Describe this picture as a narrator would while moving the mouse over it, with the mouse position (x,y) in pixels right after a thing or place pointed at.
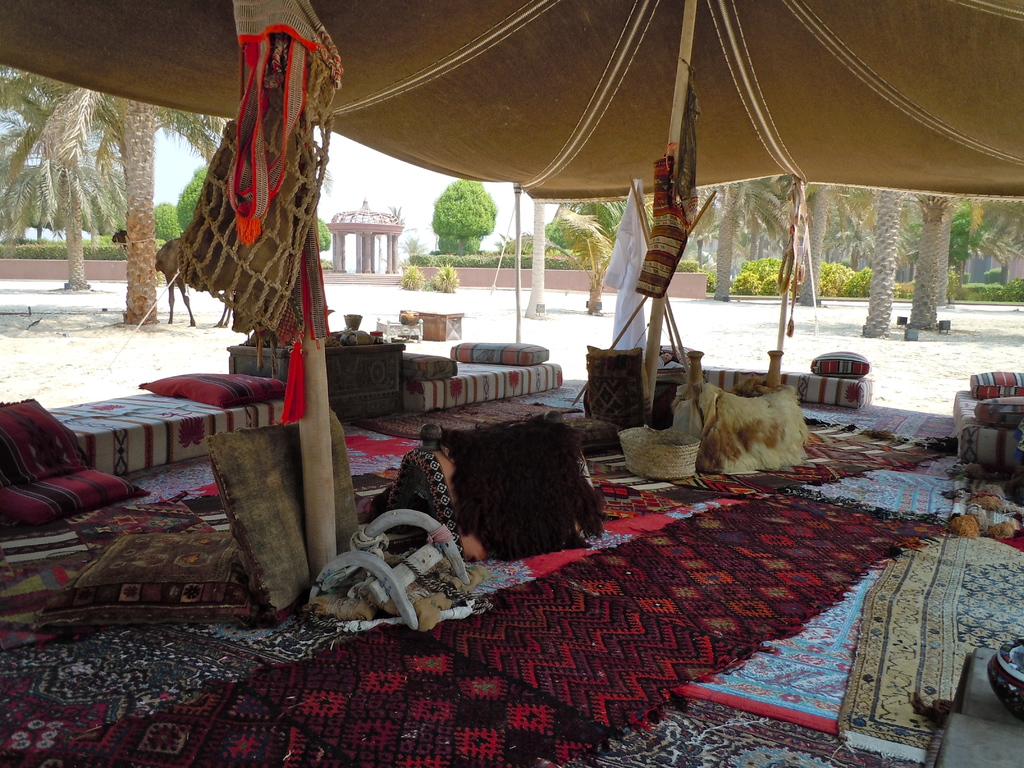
In this picture we can see few pillows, carpets (481,423), beds (540,377) and other things (526,448) under the tent (794,130), in the background (697,255) we can see few trees (697,255).
